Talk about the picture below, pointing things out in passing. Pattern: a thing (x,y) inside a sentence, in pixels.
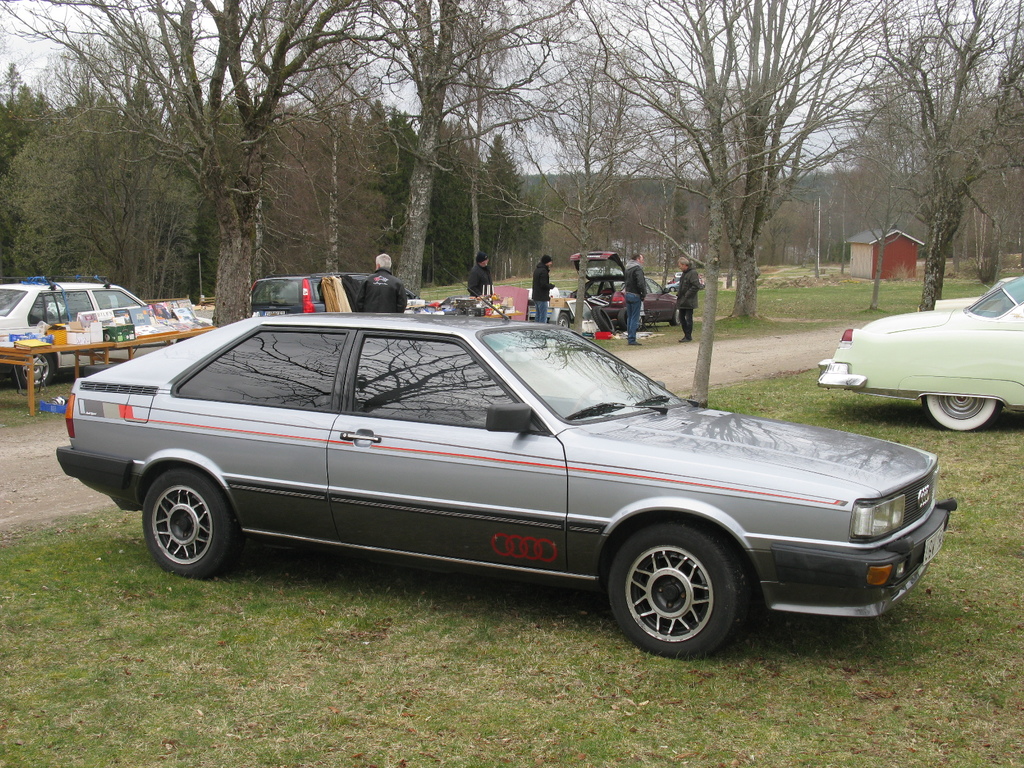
In this image there are few people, vehicles (385,375), few objects (156,315) on the tables (437,311), a booth (872,262), grass (55,709), trees (781,229) and the sky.
